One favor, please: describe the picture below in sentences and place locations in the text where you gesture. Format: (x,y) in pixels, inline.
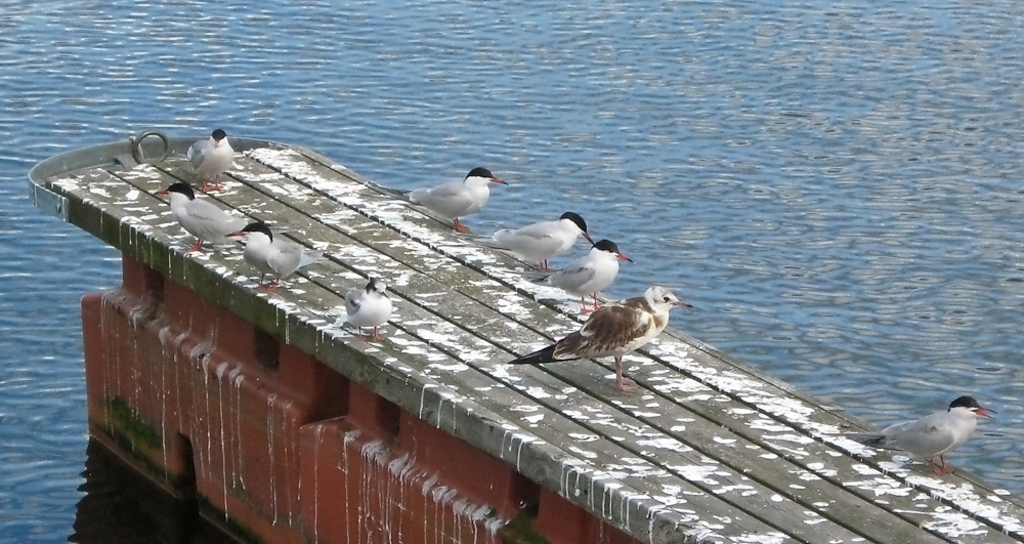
We can see birds (231,224) on the surface (357,201) and we can see water (666,155).
